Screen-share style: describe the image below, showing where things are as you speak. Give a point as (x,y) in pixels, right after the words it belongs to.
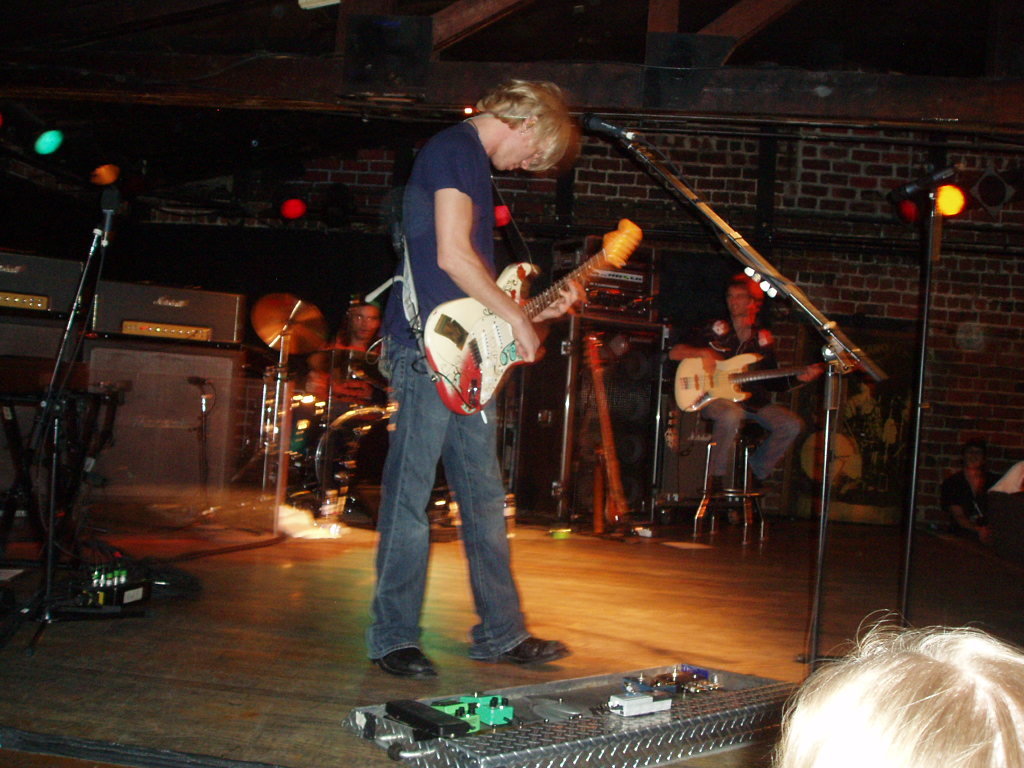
Here is a man (403,541) standing and playing guitar (466,362). This is the mic (615,133) attached with the mike stand (826,359). At background (790,391) I can see two people (742,320) sitting and playing guitar (705,392) and drums (312,403). This looks like a speaker (621,400). This looks like some electronic device (684,721) placed on the floor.
